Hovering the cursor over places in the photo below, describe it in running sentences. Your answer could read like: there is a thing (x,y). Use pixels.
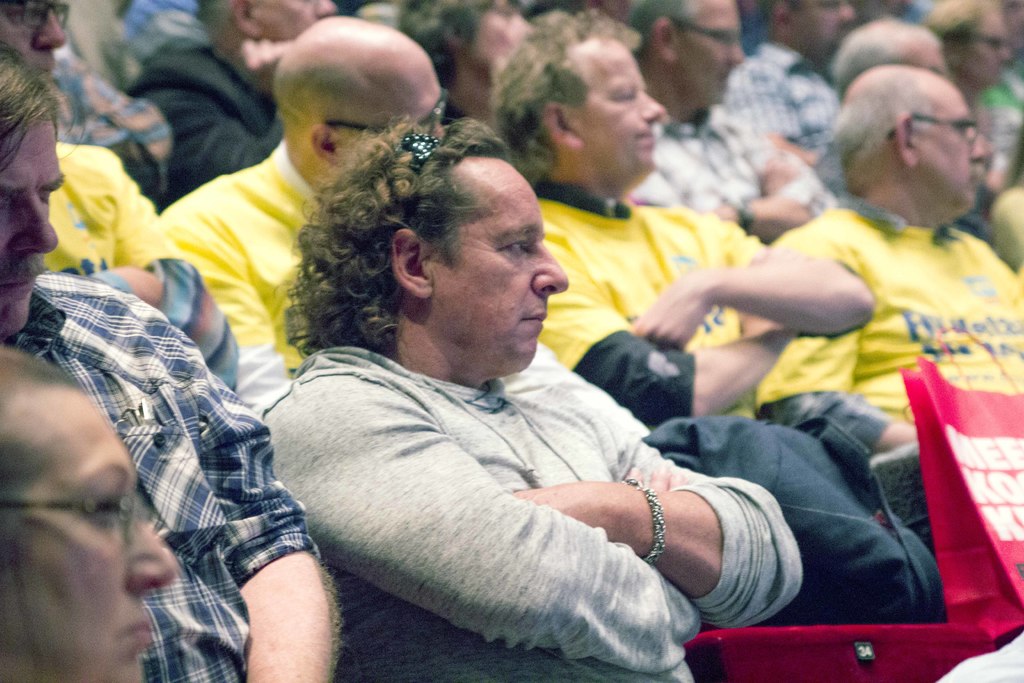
In this image we can see group of people (13,221). Four people (964,285) are wearing yellow t shirt (926,278). Some people (954,151) wearing spectacles (924,117). In the foreground (989,425), we can see a red bag (971,553) with some text (1003,512) on it.
